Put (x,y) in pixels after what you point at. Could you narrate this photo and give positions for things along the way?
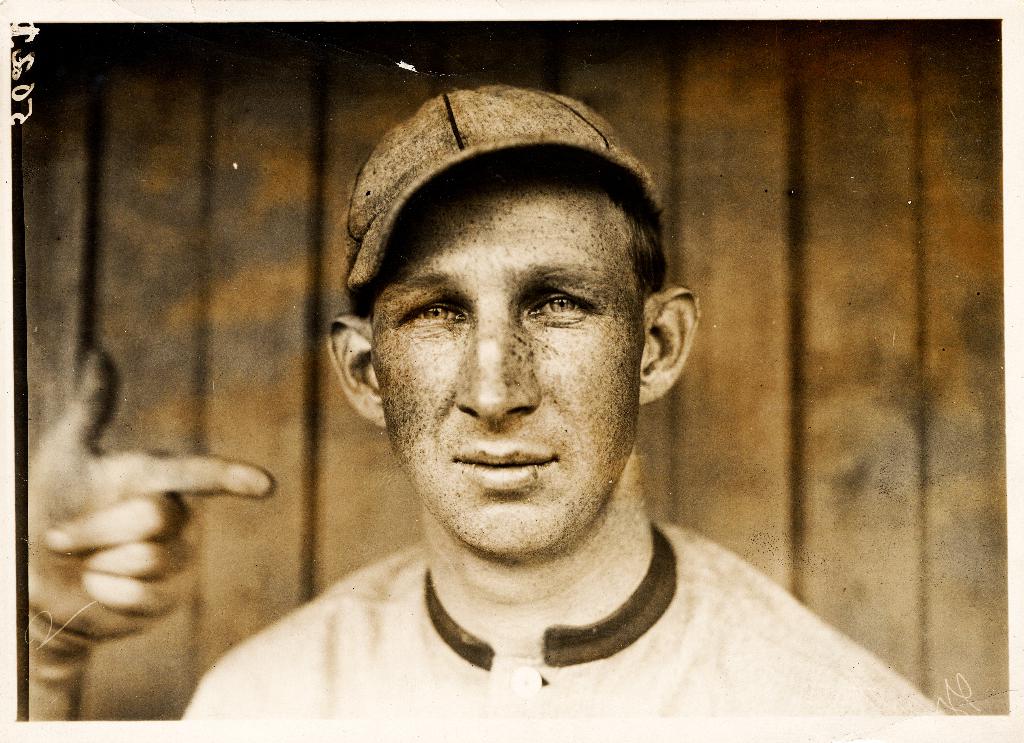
This is an edited image. In front of the picture, we see a man (536,547). He is wearing a cap (420,150) and he is looking at the camera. On the left side (162,572), we see the hand (59,561) of a person (72,578) which is pointing the finger (167,465) towards something. In the background (739,336), we see a wooden wall (739,336). This picture might be a photo frame (15,196).
